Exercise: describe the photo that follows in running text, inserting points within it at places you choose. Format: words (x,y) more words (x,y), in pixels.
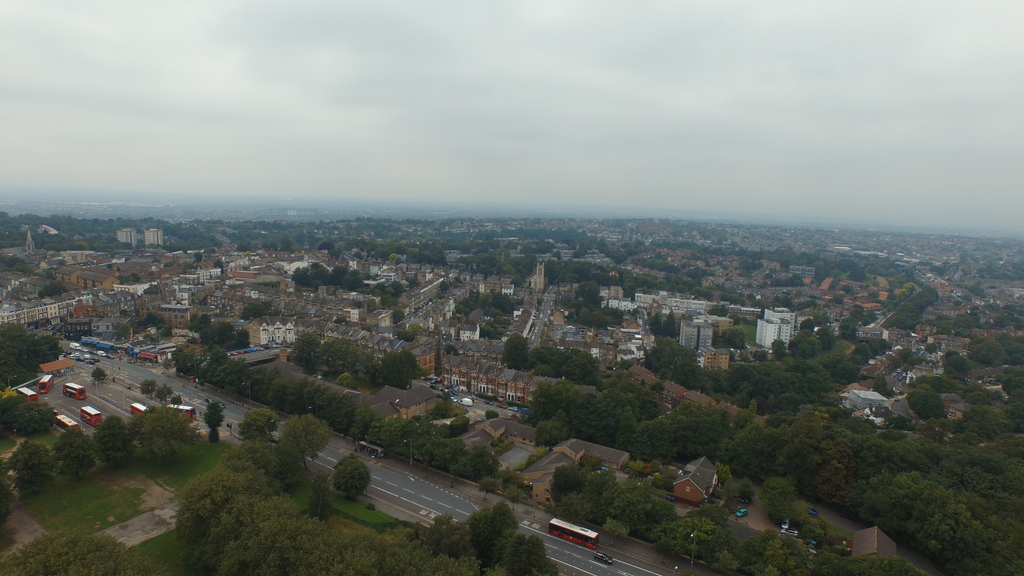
This is the aerial view where we can see some vehicles (79,393) which are moving on road (85,361) and there are some trees (340,571), we can see some buildings (997,258) and top of the picture (487,100) there is cloudy sky (429,184).
